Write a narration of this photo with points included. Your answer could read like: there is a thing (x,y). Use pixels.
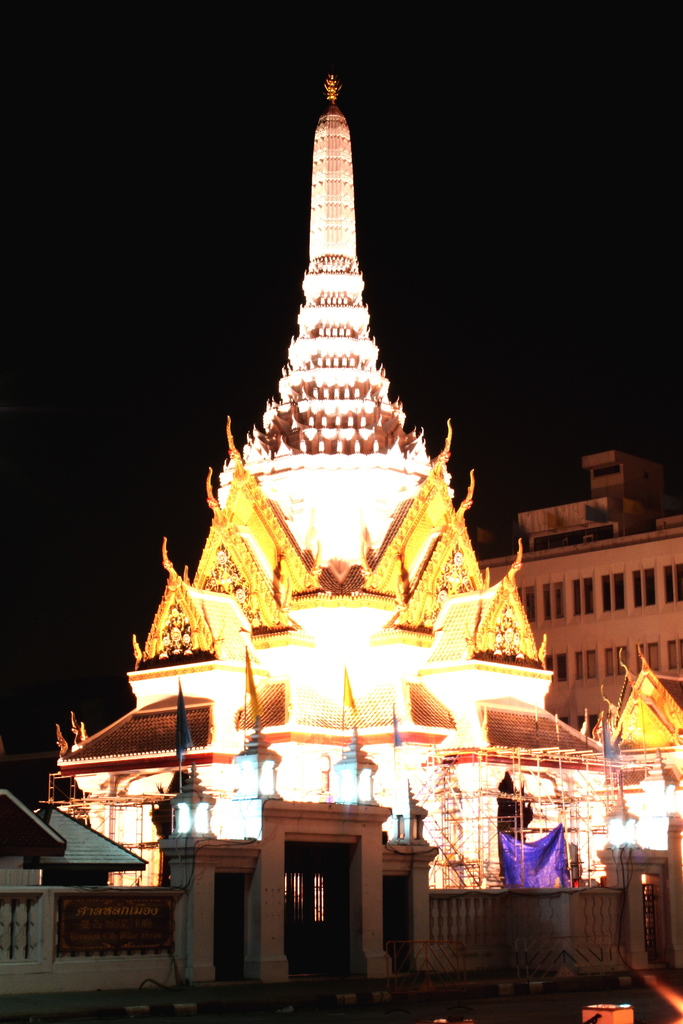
In the center of the image (363,607) we can see a temple (368,475). On the right (634,607) there is a building (639,604). At the bottom (325,951) there is a wall (510,937) and a gate (315,900). In the background (357,214) there is sky (384,225).
